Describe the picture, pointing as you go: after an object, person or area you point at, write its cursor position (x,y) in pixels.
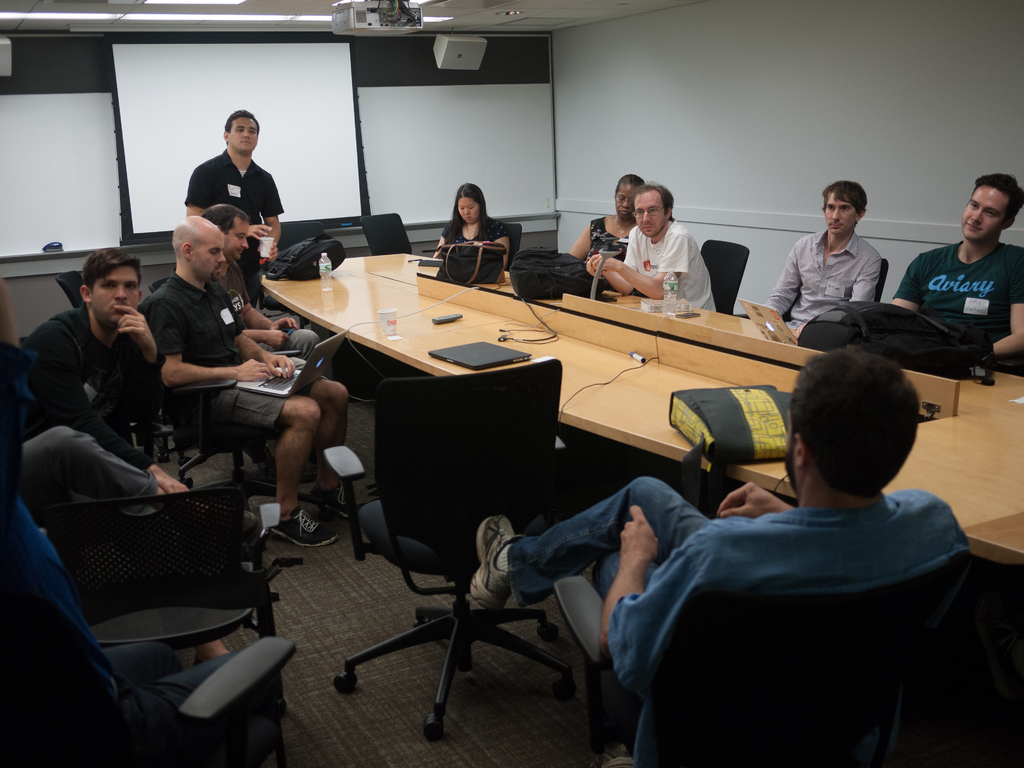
It is a conference room (534,464) there are lot of people (311,519) sitting around the table (523,343), some of them are working with their laptops (294,385) at the end of the table (366,281) a person (240,177) is standing, behind him there is a projector (180,73) in the background (620,62) there is a white color wall (649,100).
